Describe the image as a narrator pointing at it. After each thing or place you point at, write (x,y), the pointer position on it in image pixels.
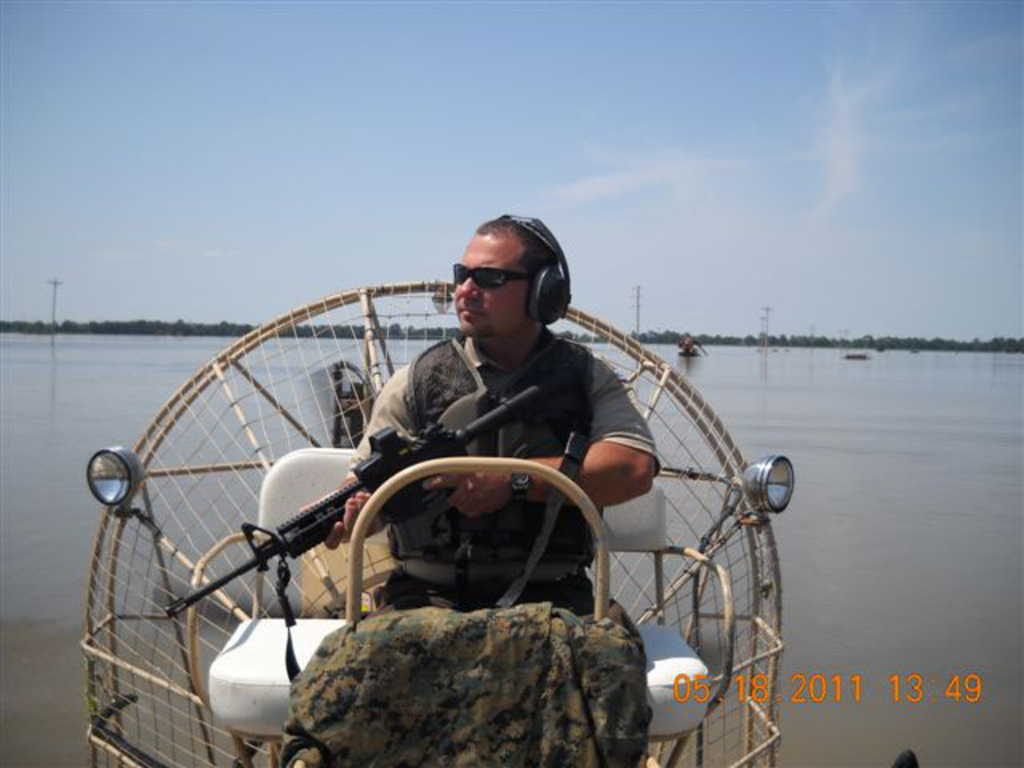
In this image I can see a person (480,410) wearing goggles (508,281), headphones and dress (516,370) is sitting and holding a gun (347,498) in his hands (360,497). I can see he is on the boat (683,625). In the background (900,447) I can see the water (891,459), few objects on the surface (746,349) of the water (848,350), few trees (777,339), few poles (763,340) and the sky (517,168).
